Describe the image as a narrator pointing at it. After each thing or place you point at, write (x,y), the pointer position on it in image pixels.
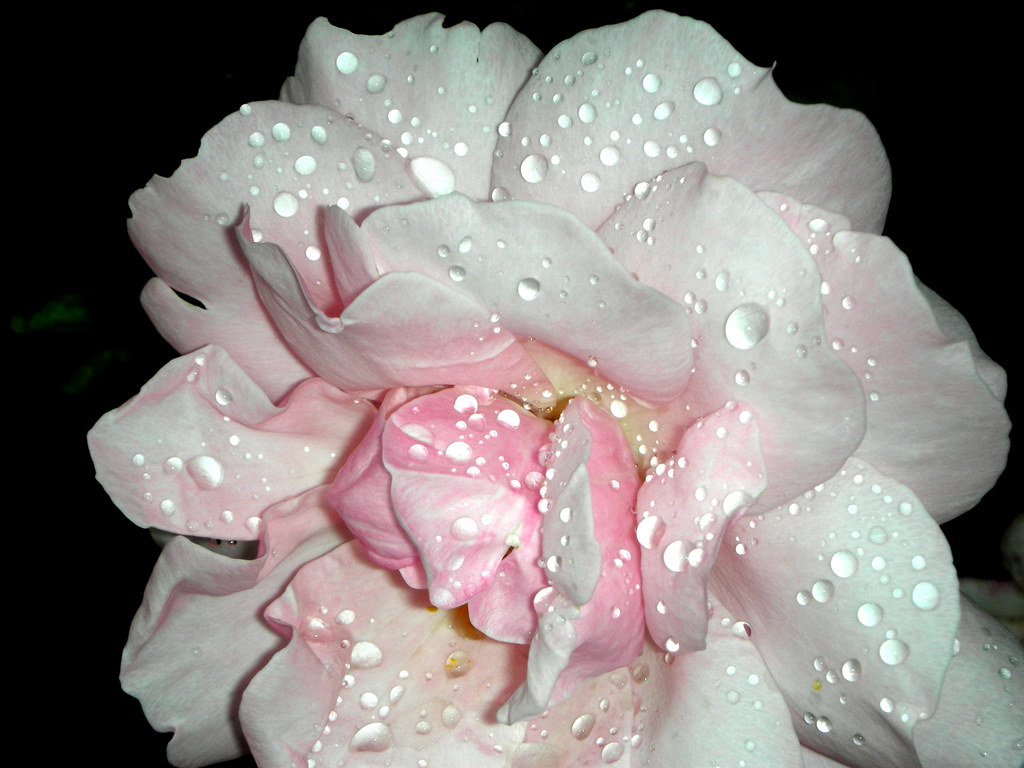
In this picture we can see flower (348,520), in it we can see some water drops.
